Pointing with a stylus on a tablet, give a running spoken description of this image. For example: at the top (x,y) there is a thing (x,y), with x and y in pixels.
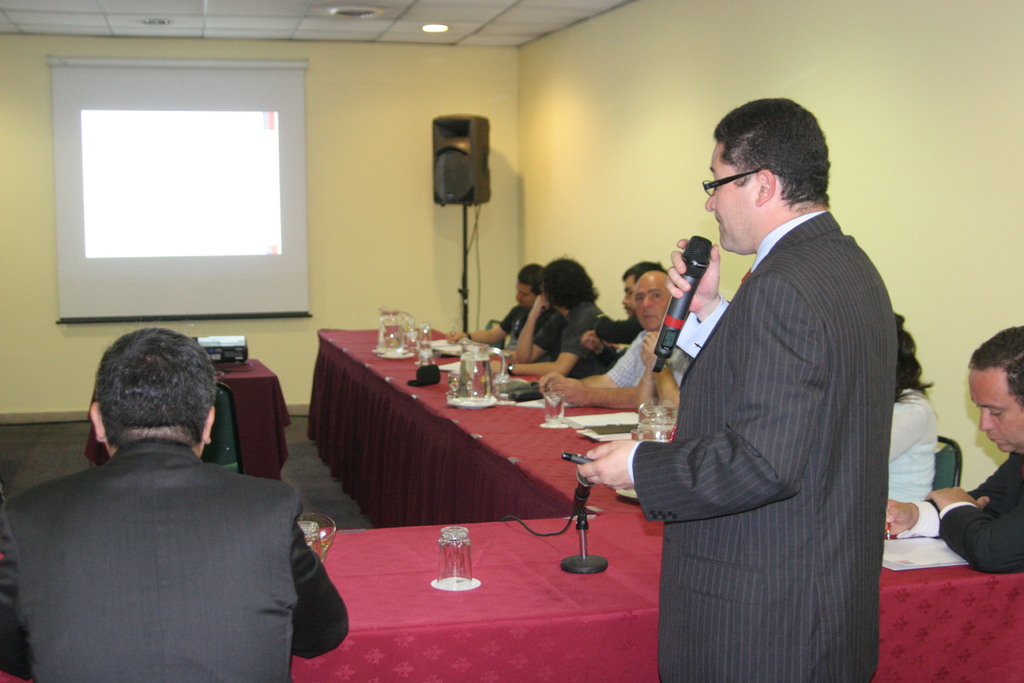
In this image there is a person (724,348) standing and speaking in a mic (691,282) holding in his hand (699,309), in front of the person (709,328) there are a few people (255,593) seated in chairs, in front of them on the table (437,560) there are some objects (396,326), in front of them there is a speaker (463,166) and there is a projector (221,357) on a table (260,396) with a chair (224,432) in front of it, in the background of the image (269,252) there is a projector (215,165) with screen (167,227) on the wall (499,198).
